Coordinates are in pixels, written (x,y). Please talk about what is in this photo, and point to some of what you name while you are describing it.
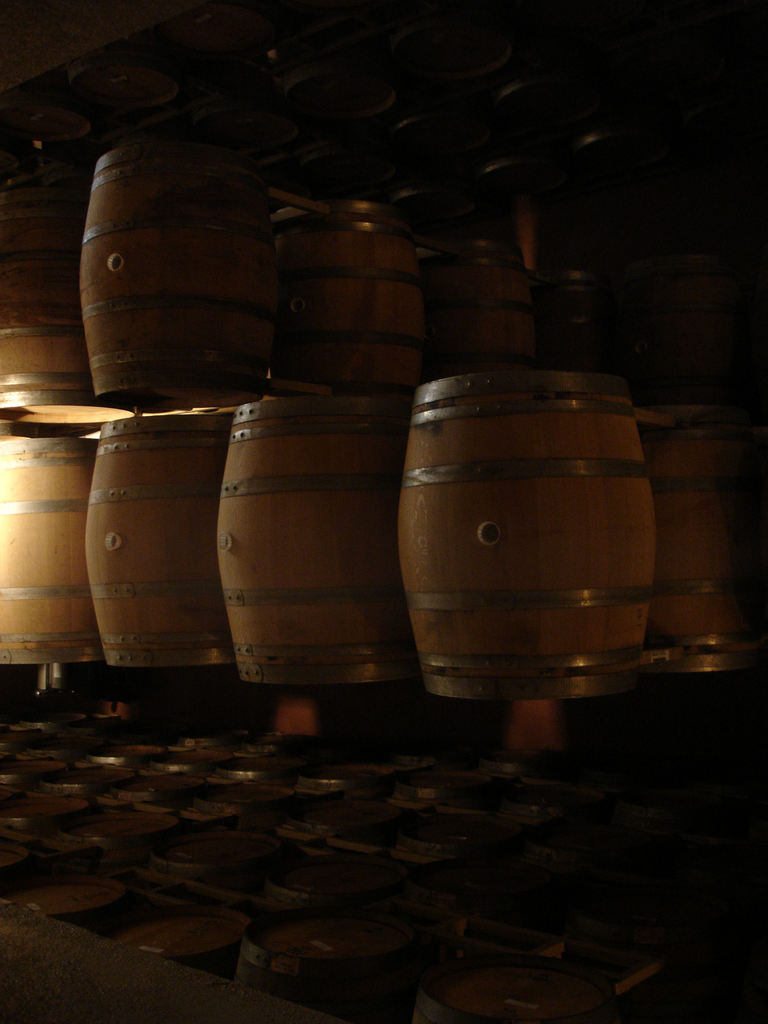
In this image we can see barrels (253,635) placed in the rows (258,749).
